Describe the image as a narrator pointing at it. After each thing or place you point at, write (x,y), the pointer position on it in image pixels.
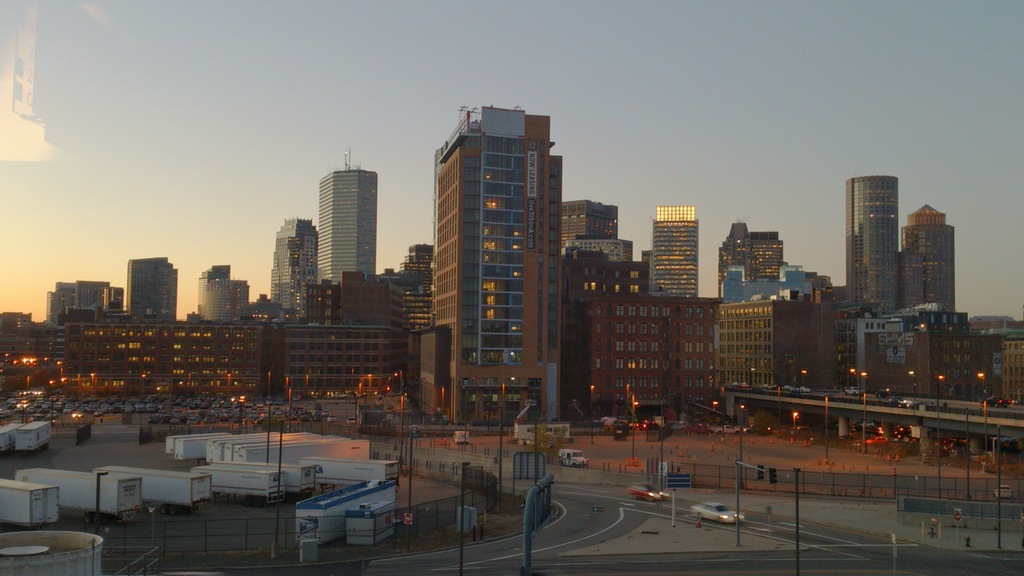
In the image there are many vehicles (320,529) and around the vehicles (272,489) there are poles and fencing (732,479), on the right side (800,406) there is a bridge (775,391), behind the bridge (760,401) there are plenty of buildings (585,339).
